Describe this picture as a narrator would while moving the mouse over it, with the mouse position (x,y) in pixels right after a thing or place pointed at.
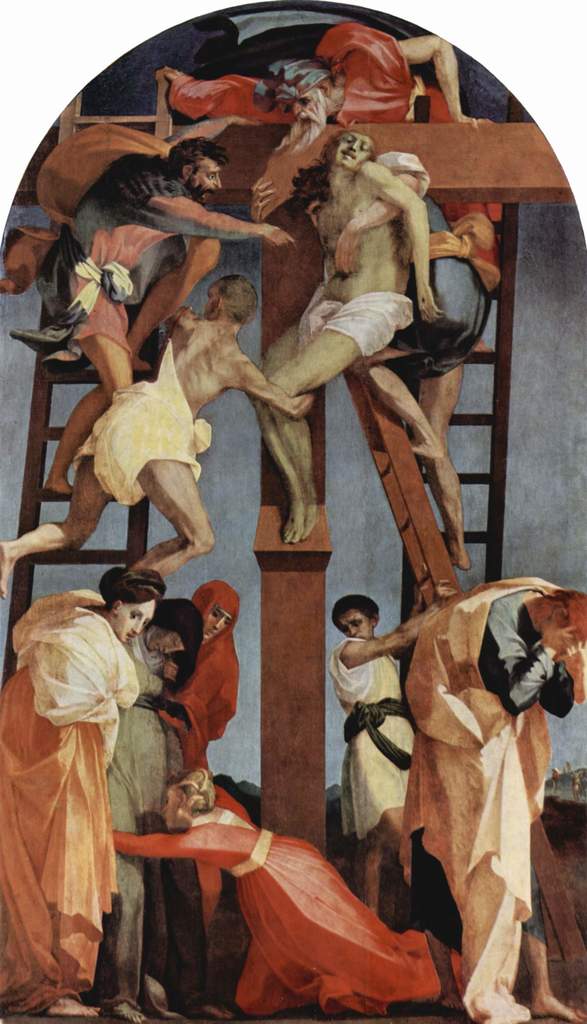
In this picture, we can see an art (320,658) of a few people (175,613), cross symbol (449,182), and ladders (408,591).
